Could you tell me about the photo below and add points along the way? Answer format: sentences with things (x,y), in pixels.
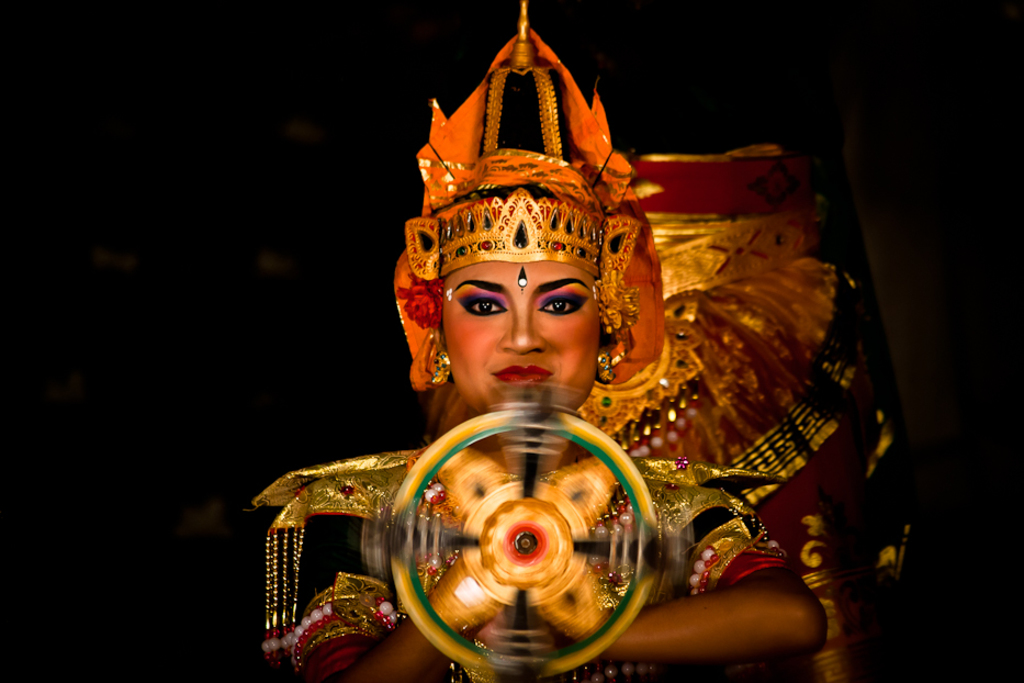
In this picture there is a lady (617,264) in the center of the image (636,287), in a costume (636,287).
